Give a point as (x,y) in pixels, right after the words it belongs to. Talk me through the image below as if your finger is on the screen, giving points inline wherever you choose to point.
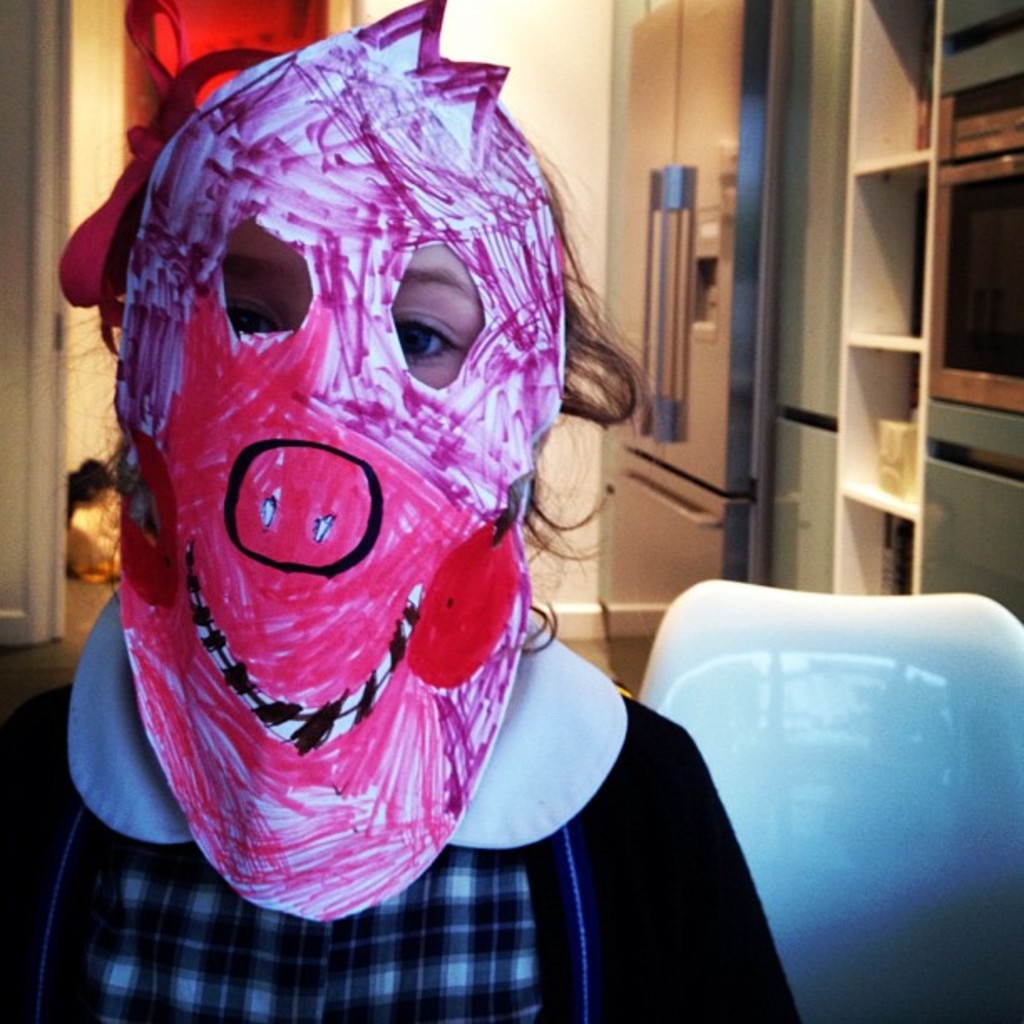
In the image we can see a person (455,862) wearing clothes (492,874) and a face mask (292,644). This is a chair (940,769), refrigerator (702,111), shelf (881,216), floor (56,669) and a wall (554,59).
